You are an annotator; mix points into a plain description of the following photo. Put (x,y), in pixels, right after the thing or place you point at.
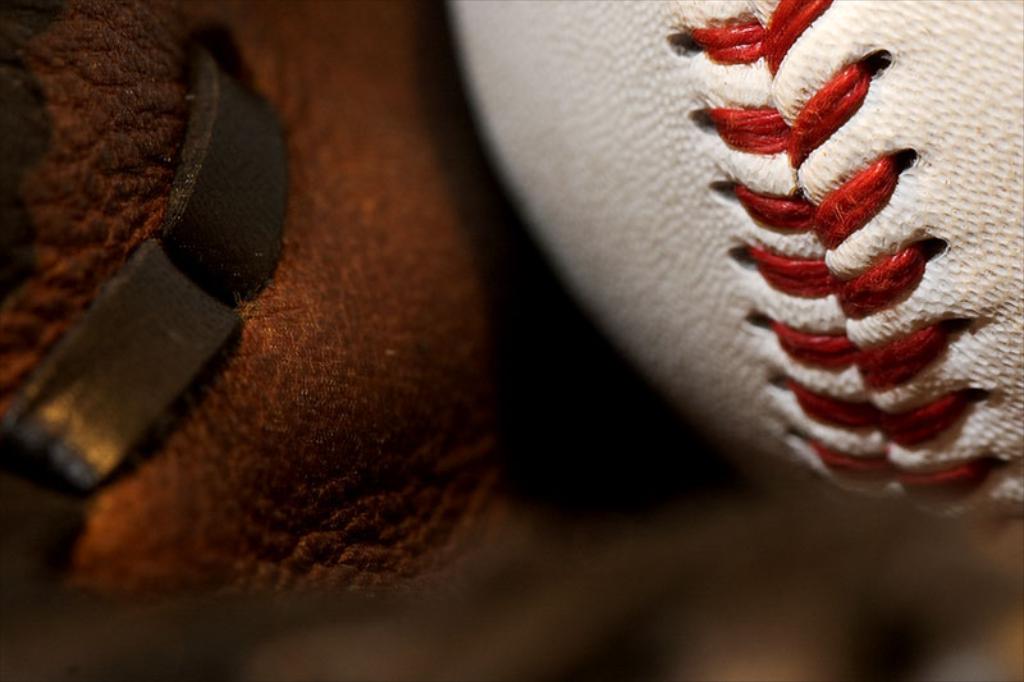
In this image we can see a baseball (706,238). On the left (327,131) there is an object (133,327) which is unclear.
